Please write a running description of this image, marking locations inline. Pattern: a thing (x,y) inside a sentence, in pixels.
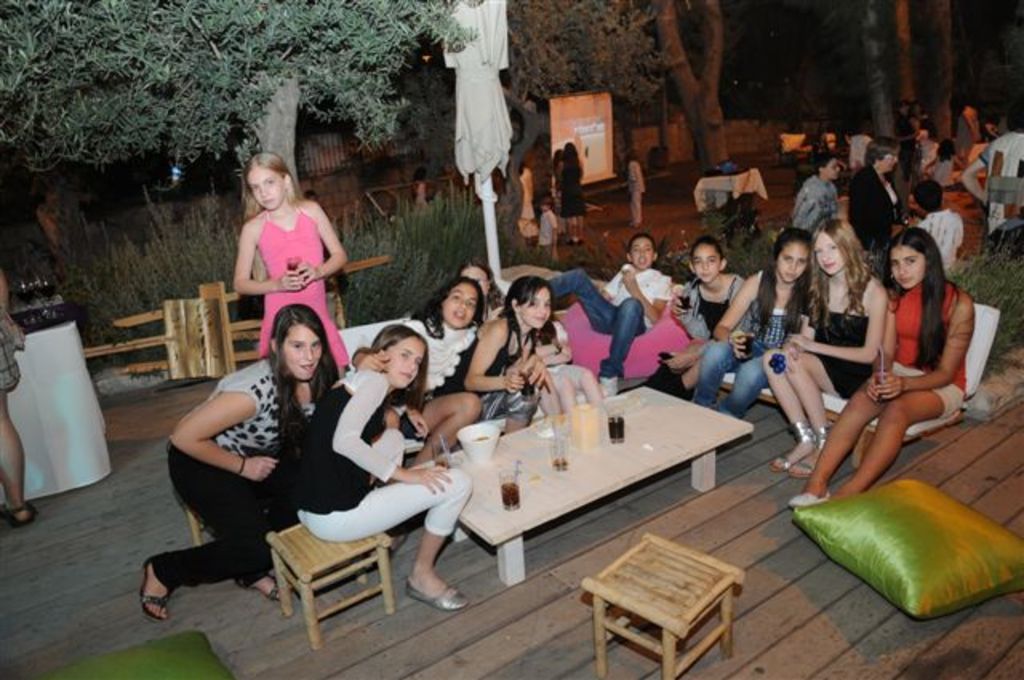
In this image we have group of people (207,476) sitting in the chairs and another group of people (960,239) standing and in table (546,459) we have bowl (488,446), glass (561,452) and pillow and in back ground (435,142) we have tree (619,76), name board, an umbrella (465,121).
